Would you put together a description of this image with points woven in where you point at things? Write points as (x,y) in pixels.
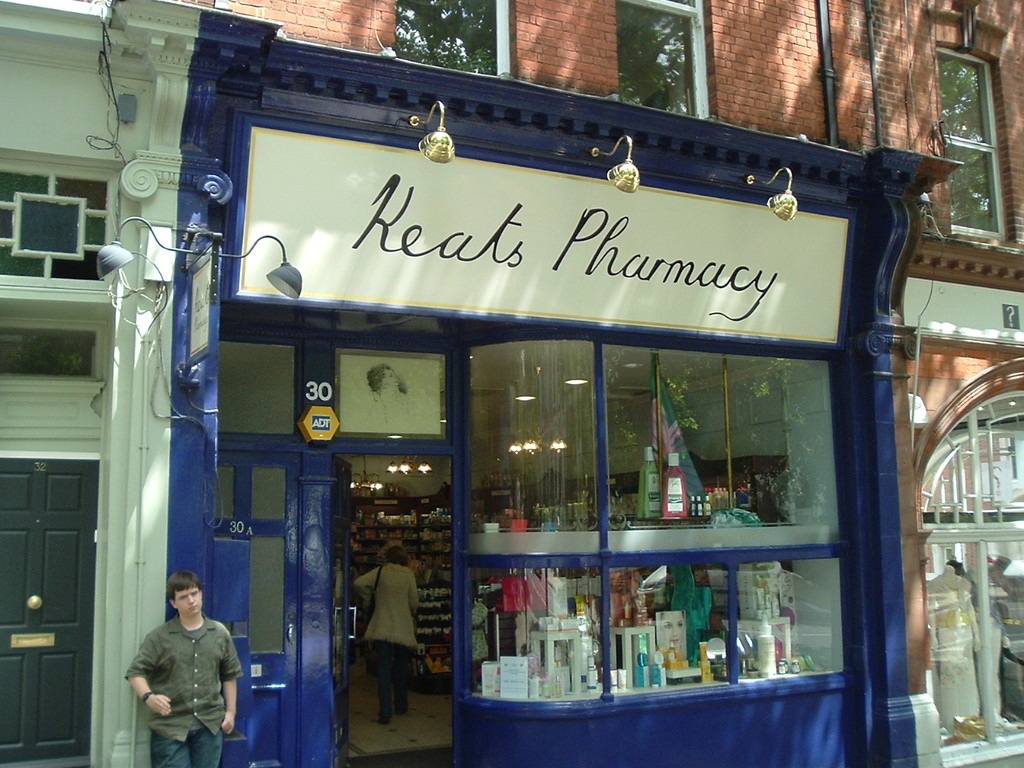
This image consists of a building (370,252) along with windows (623,463). At the bottom (499,612), it looks like a pharmacy (482,441). In which there are two persons (189,740). The shop (468,542) is in blue color. On the left (35,557), there is a door (29,617).
